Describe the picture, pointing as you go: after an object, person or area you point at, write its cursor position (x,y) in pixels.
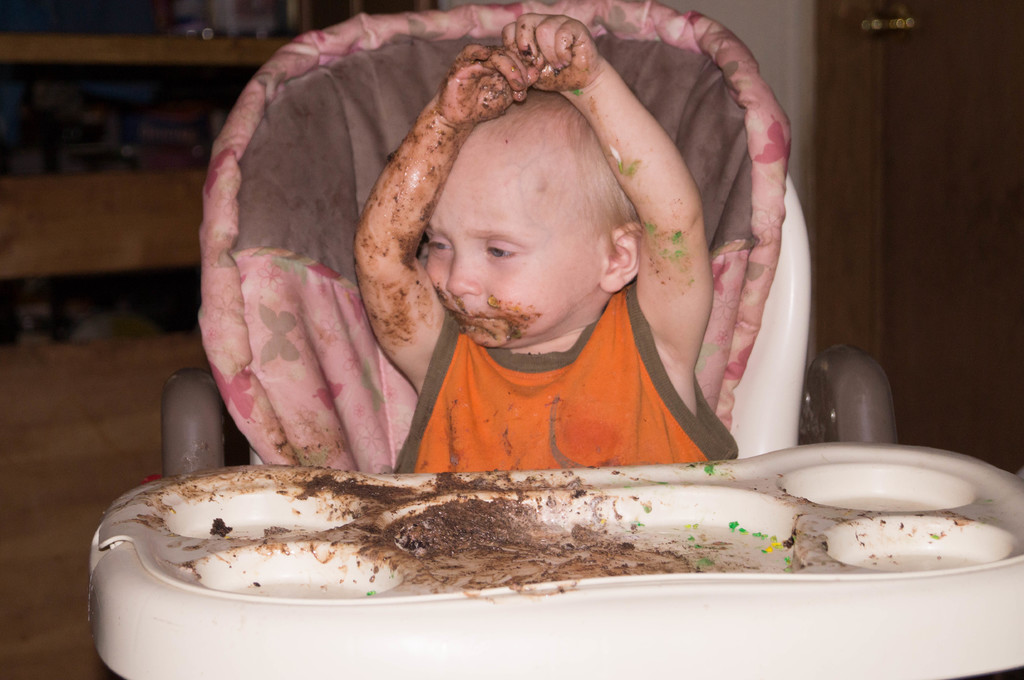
This image is taken indoors. In the background (790,67) there is a wall (798,81) and there is a table (53,203). In the middle of the image (442,288) a baby (571,273) is sitting in the baby carrier (304,246). At the bottom of the image (531,589) there is a plate (325,519) with an edible (443,529) on it.
